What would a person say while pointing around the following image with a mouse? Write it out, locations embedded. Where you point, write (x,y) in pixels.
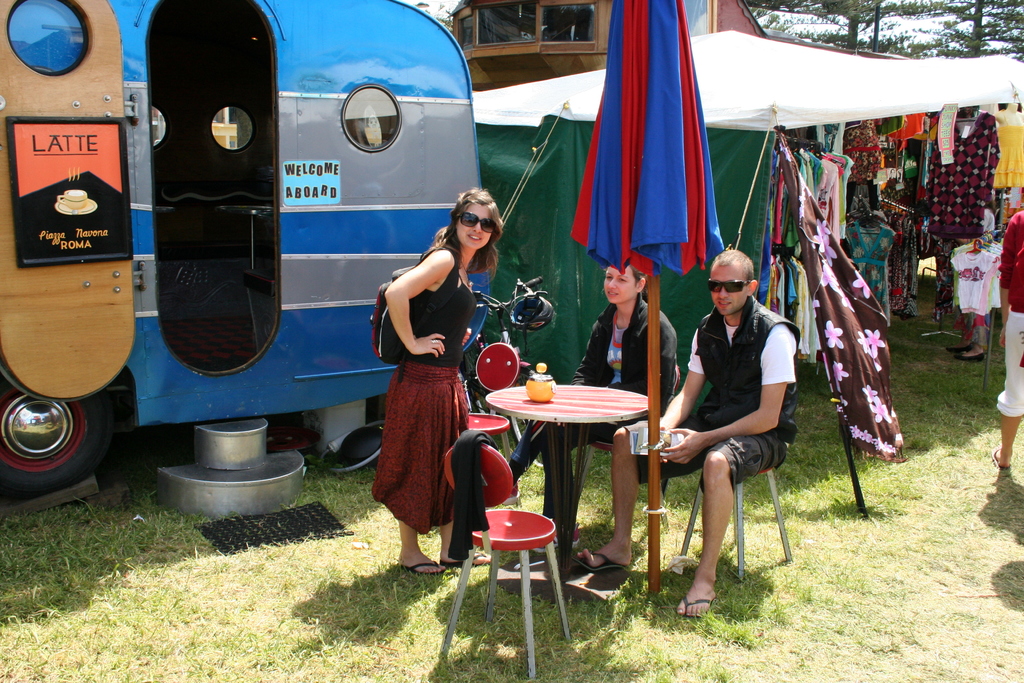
This picture is taken from the city (833,341) and it is sunny. In this image, in the middle (632,296), we can see two people (726,344) are sitting on the chair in front of the table (583,390). In the middle (481,244), we can also see a woman (484,258) wearing a backpack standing in front of the table (595,398), on the table (571,385), we can see a jar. On the right side (910,230), we can see some clothes (858,447). On the right side (1002,301), we can also see a person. In the middle of the image (655,430), we can also see a pole (655,326) and a cloth (656,124). On the left side (40,330), we can see a vehicle (279,330) which is placed on the grass (773,527). In the background (462,17), we can see some tents (703,50), building (528,24), glass window (568,13), trees (950,25), sky (919,29), at the bottom (264,485), we can see a mat (270,517) and some metal bowls (226,497) and a grass (844,592).
